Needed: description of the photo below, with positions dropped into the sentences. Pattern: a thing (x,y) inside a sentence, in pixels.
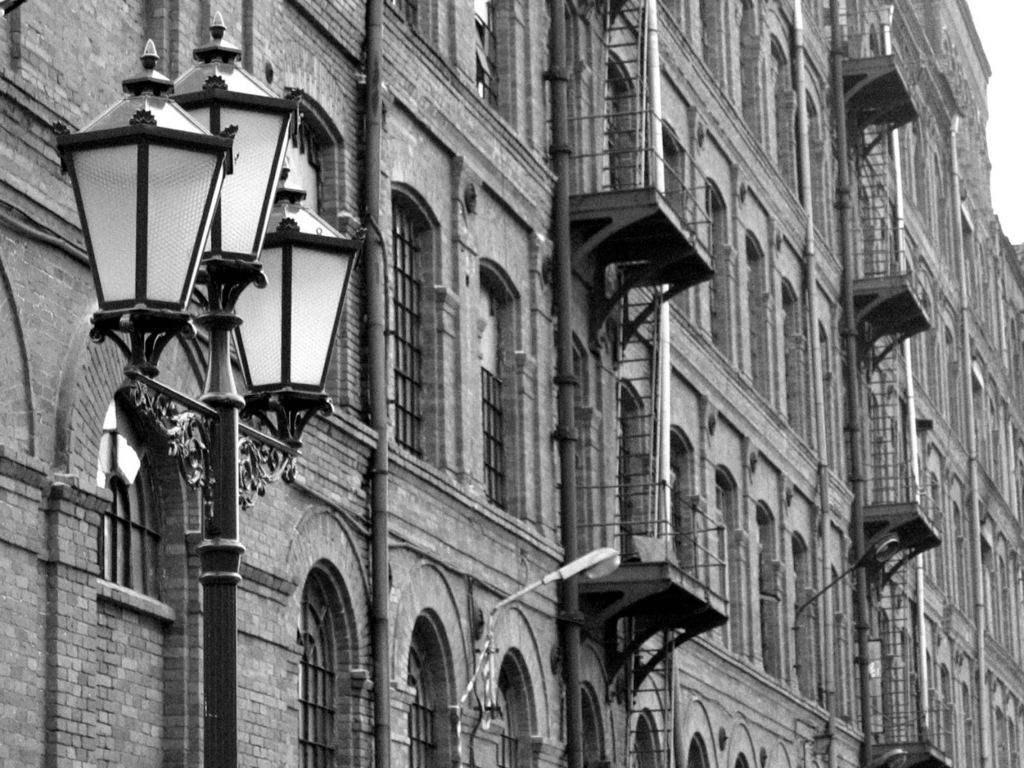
In this picture I can observe a building (478,397). On the left side (224,700) there is a pole (228,436) to which three lights (193,239) are fixed. This is a black and white image. On the top right side (1007,149), there is a sky (1004,140).
